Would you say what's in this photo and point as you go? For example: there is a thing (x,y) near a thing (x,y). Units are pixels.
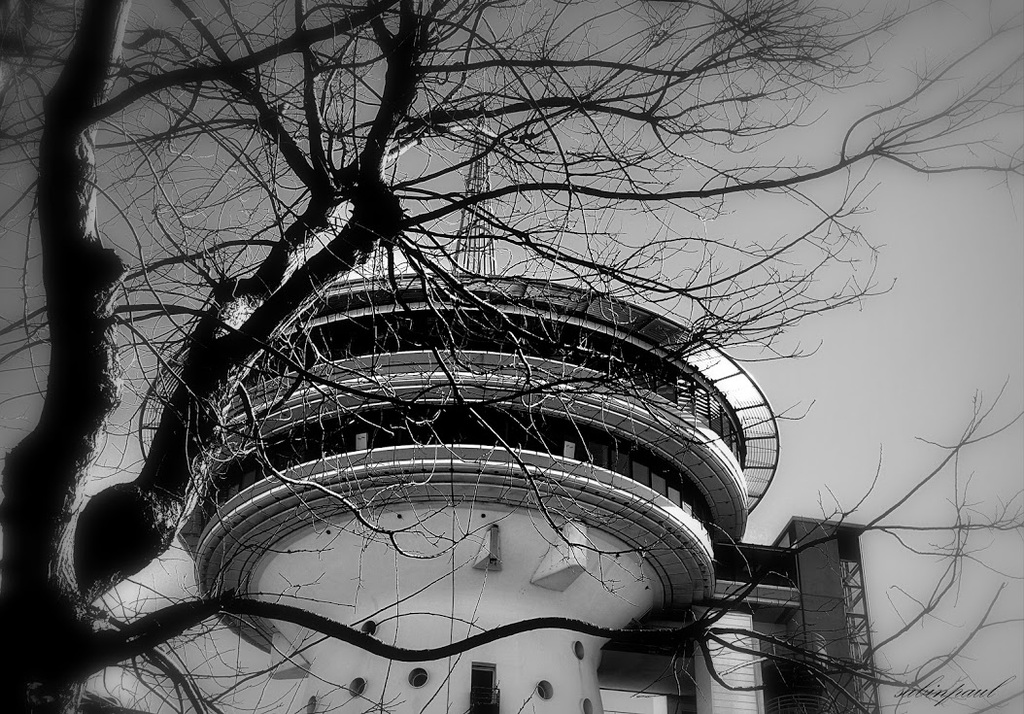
In this image there is a building (507,653). Before it there is a tree (30,531). Background (949,491) there is sky (797,207).
